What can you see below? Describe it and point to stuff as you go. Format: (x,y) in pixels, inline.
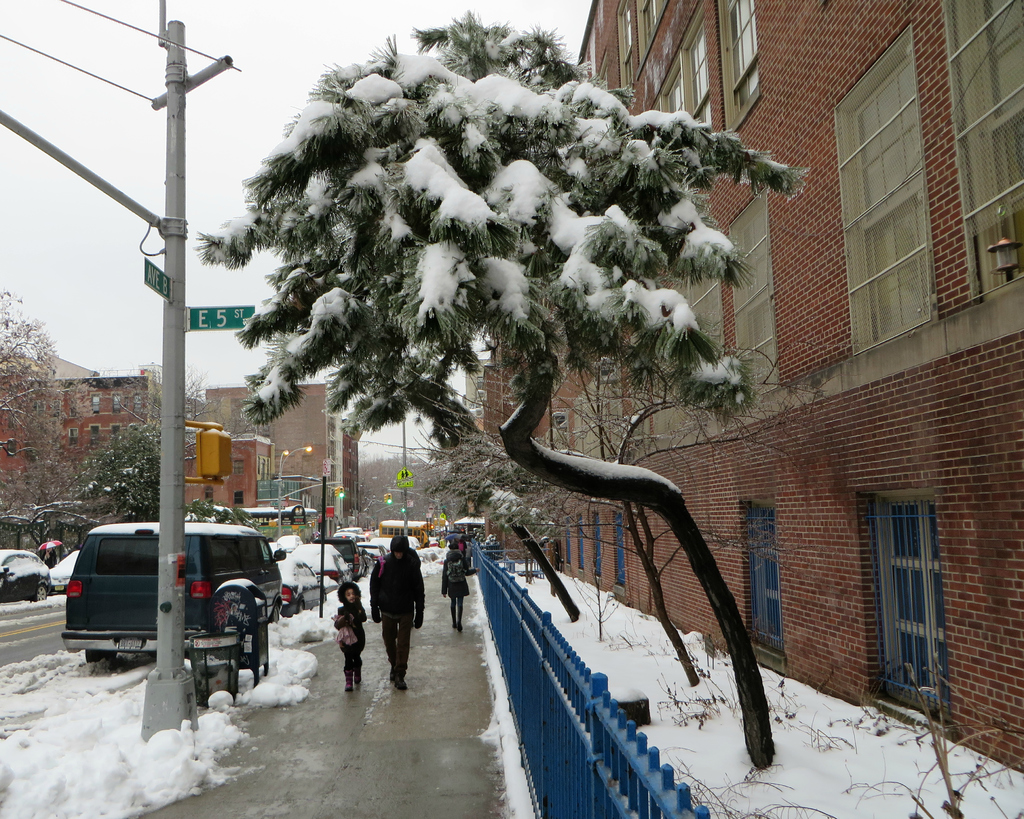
In this image I can see a tree (546,279) and there is snow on it. There is a blue fence (530,755) and people (394,678) are walking on the walkway (343,704). There are poles (174,586) and wires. There are vehicles (142,568) on the road (21,656). There is snow (31,682) and there are trees (122,482) and buildings (936,81) on the either sides of the road (3,639).
